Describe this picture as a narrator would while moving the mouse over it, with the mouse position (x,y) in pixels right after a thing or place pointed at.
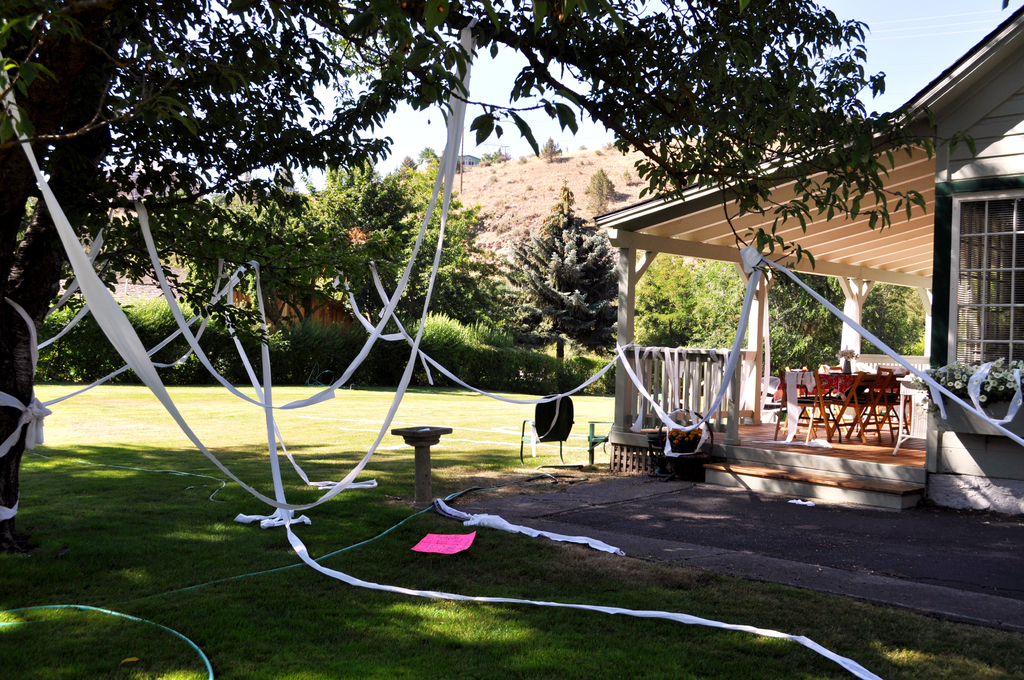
In this image I can see a house (974,126) on the right hand side (968,93). I can see some chairs (553,437) and a table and a wooden basket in this image. I can see trees (667,138) and a mountain (608,166) with trees (596,177) in the center of the image (464,240). I can see a cloth (455,378) or belt (143,366) like long cloth (806,640) tying the trees branches (487,120) and house (1003,439) and other objects (997,374).
